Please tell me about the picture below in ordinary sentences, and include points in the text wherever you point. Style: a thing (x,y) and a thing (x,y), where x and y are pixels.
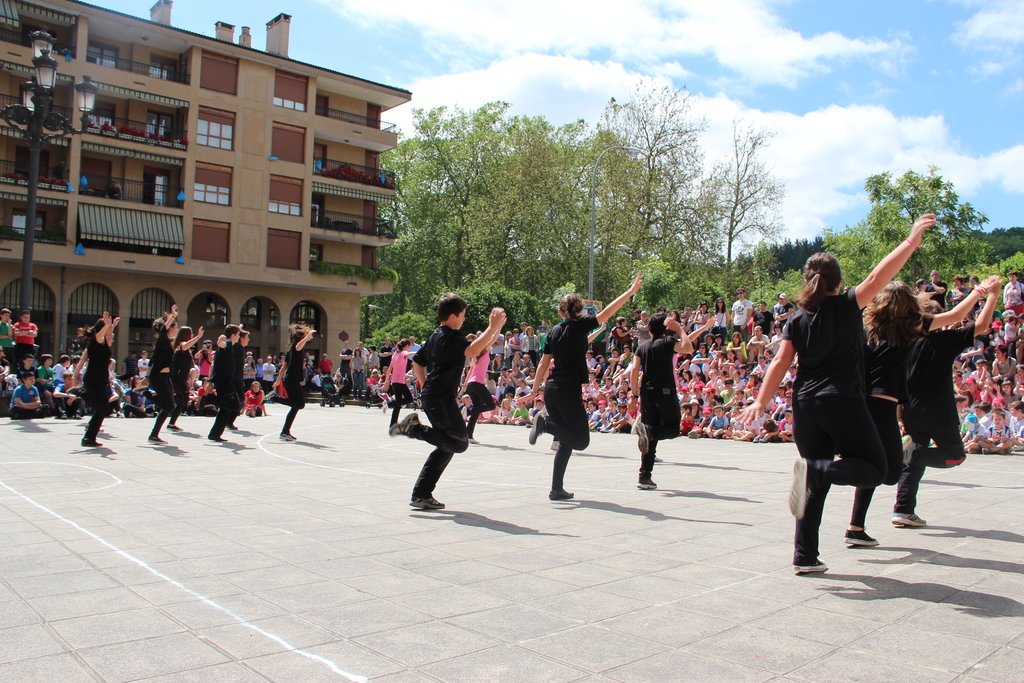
In this image there are group of people (541,382) dancing, and in the background (512,337) there are group of people (499,344), trees (1007,250), building (202,292), lights (82,86) to the pole (66,125), sky (1008,53).
